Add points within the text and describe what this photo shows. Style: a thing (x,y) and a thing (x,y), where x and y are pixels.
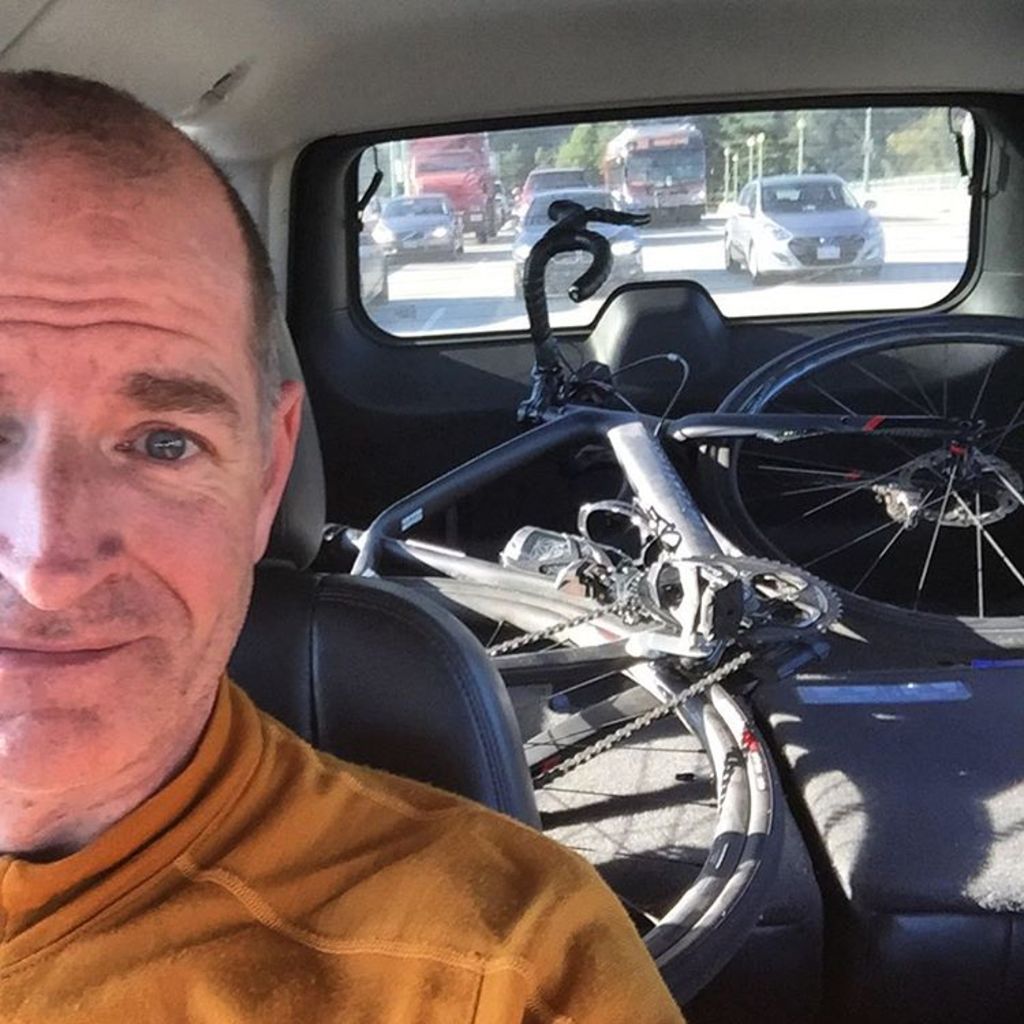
In this image we can see there is a person (310,754) sitting in the car (412,690) and there is a bicycle (702,538). And through the car window (592,198) we can see there are vehicles (766,197) on the road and there are light poles (799,145) and trees (858,177).
